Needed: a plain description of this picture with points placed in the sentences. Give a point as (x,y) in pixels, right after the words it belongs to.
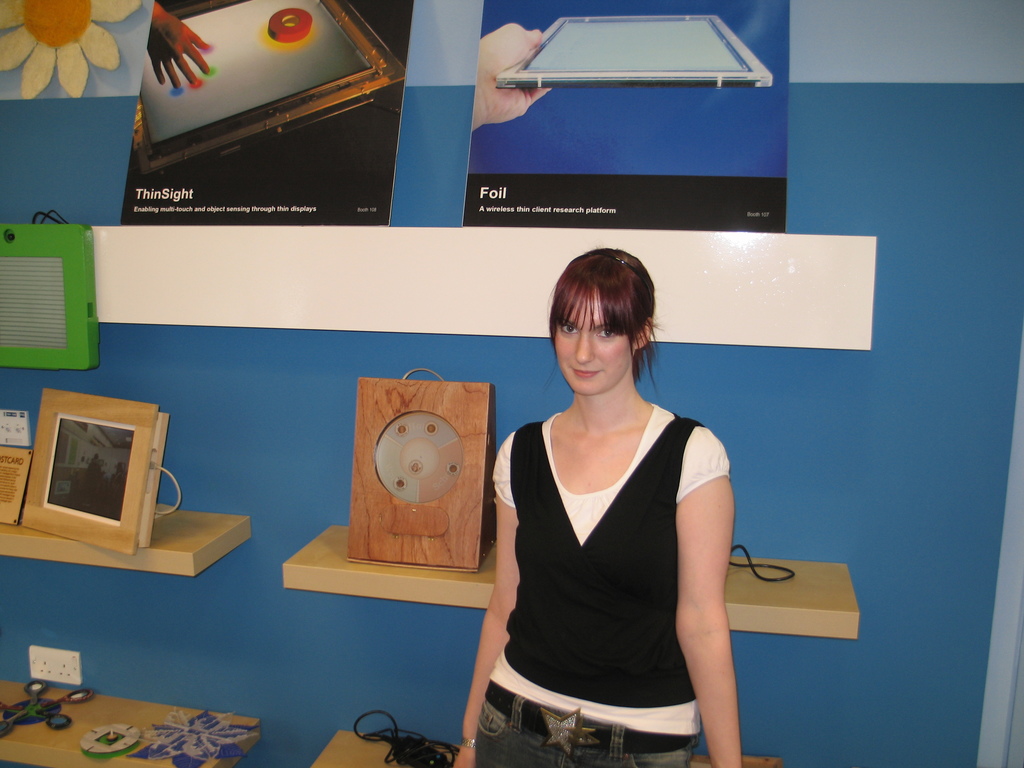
In this image there is a woman (635,630) standing. She is smiling. Behind her there is a wall (871,504). There are wooden shelves (337,581) to the wall (192,626). There are boards (320,147), picture frames (120,491), cable wires (410,749) and a few objects (414,516) on the shelves (751,580). To the left (7,433) there are switch boards (65,664) on the wall (19,387). In the top left (48,88) there is a picture (17,55) of a flower (49,55) on the wall (26,108).
